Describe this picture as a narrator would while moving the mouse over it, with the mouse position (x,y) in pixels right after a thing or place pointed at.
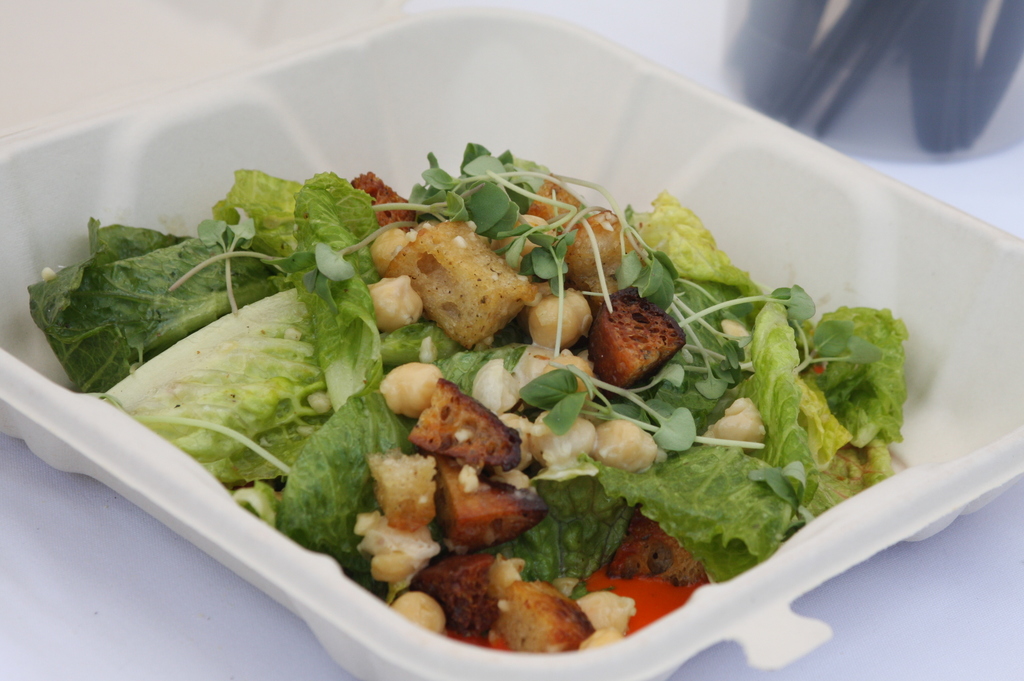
In the image there is a white container (227,167) with salad (350,295), chickpeas (627,452) and bread pieces (448,309) in it.
